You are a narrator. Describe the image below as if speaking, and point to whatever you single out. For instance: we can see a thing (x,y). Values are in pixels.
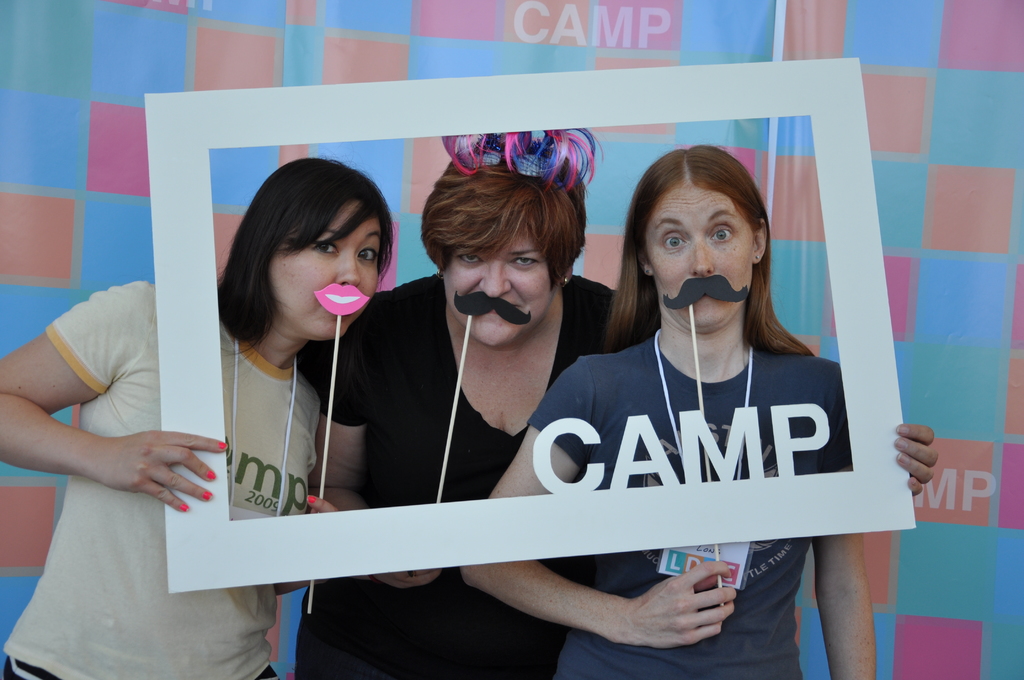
In this image I can see three persons (526,450) are standing and I can see they are holding a white colored frame (290,538) in their hands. In the background (977,201) I can see a colorful banner (891,133).
